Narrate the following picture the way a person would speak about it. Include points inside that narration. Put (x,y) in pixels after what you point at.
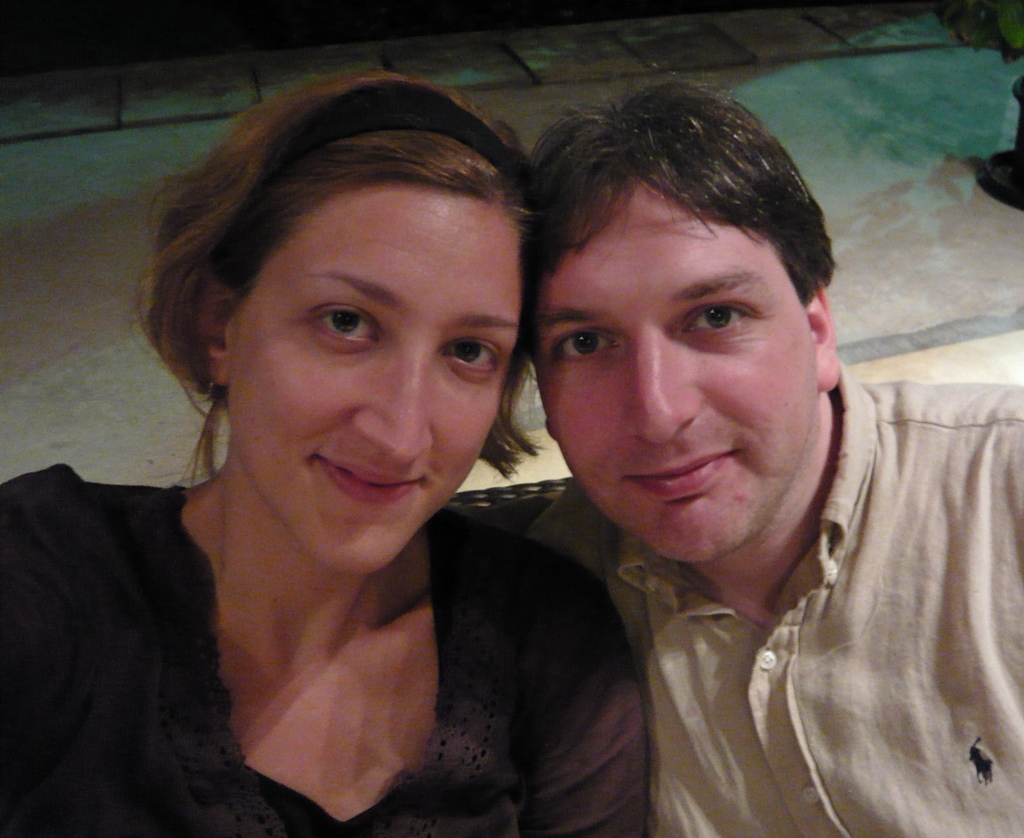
In this image we can see a man (756,640) and a woman (222,801). In the background (939,297) we can see floor (919,175).
